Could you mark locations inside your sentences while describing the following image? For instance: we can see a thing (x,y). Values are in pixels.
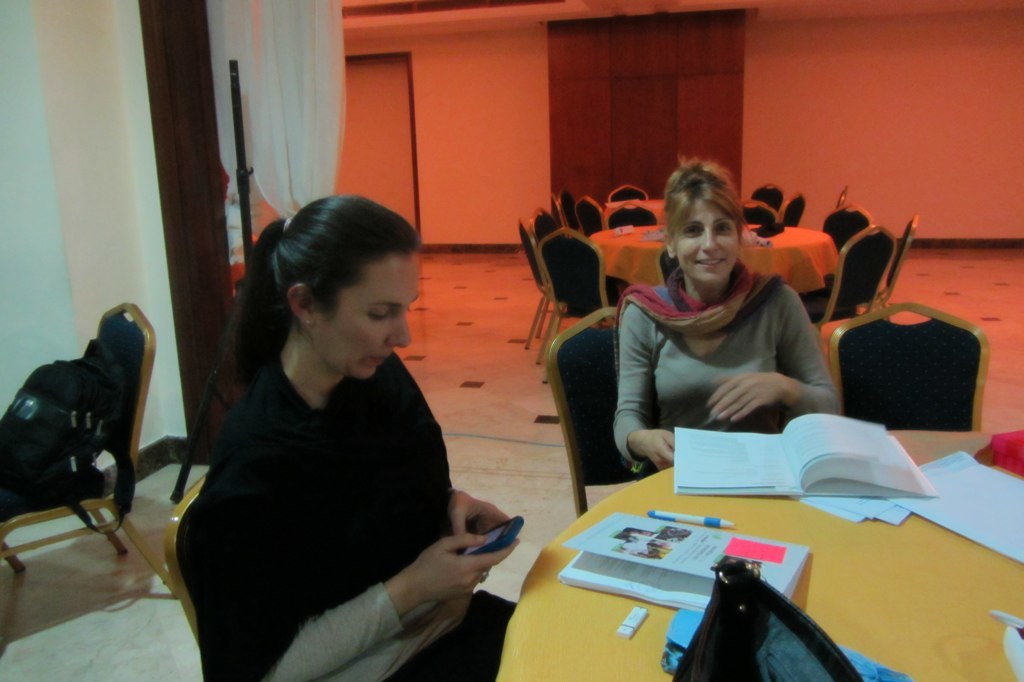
This is a picture taken in a restaurant (543,510), there are two people (629,398) sitting on a chair (197,558). The women (320,544) in black dress (357,537) holding a mobile (506,537), in front of the people (658,356) there is a table (571,644) on the table (599,631) there is a pen (687,515) and a paper (944,511). background of this people (427,432) is a curtain (331,134) and a wall (462,154).
